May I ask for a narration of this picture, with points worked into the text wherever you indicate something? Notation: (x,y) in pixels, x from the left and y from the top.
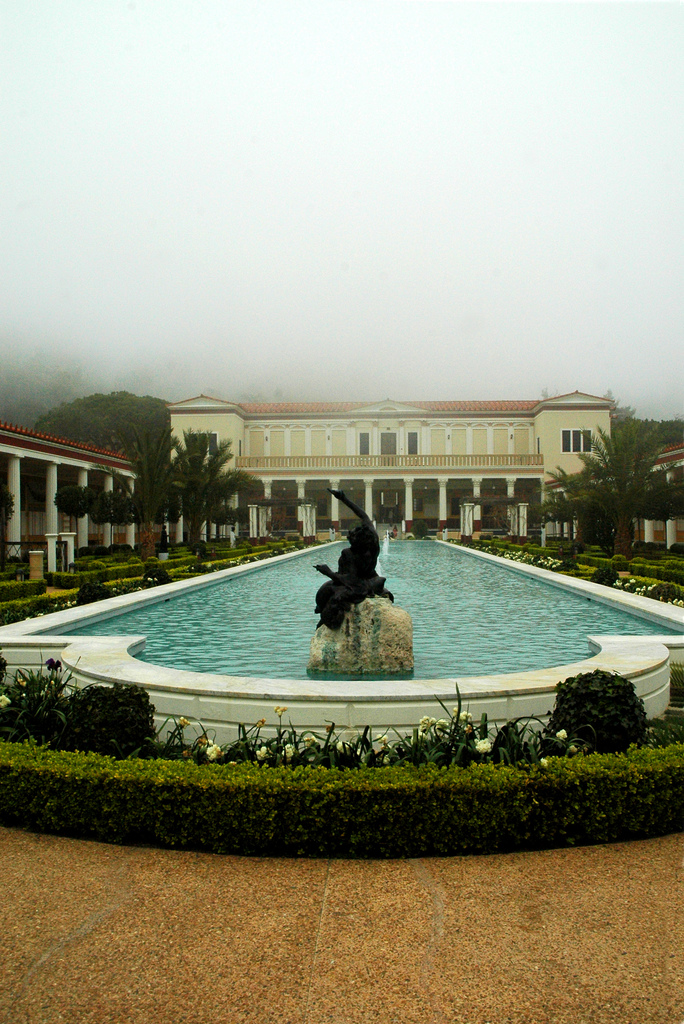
In the center of the image (374,431) there is a building (327,432). At the bottom (55,794) we can see hedge (569,806), shrubs (517,733), statue (351,588) and a fountain (193,717). In the background (161,522) there are trees (662,436) and sky (410,236).
